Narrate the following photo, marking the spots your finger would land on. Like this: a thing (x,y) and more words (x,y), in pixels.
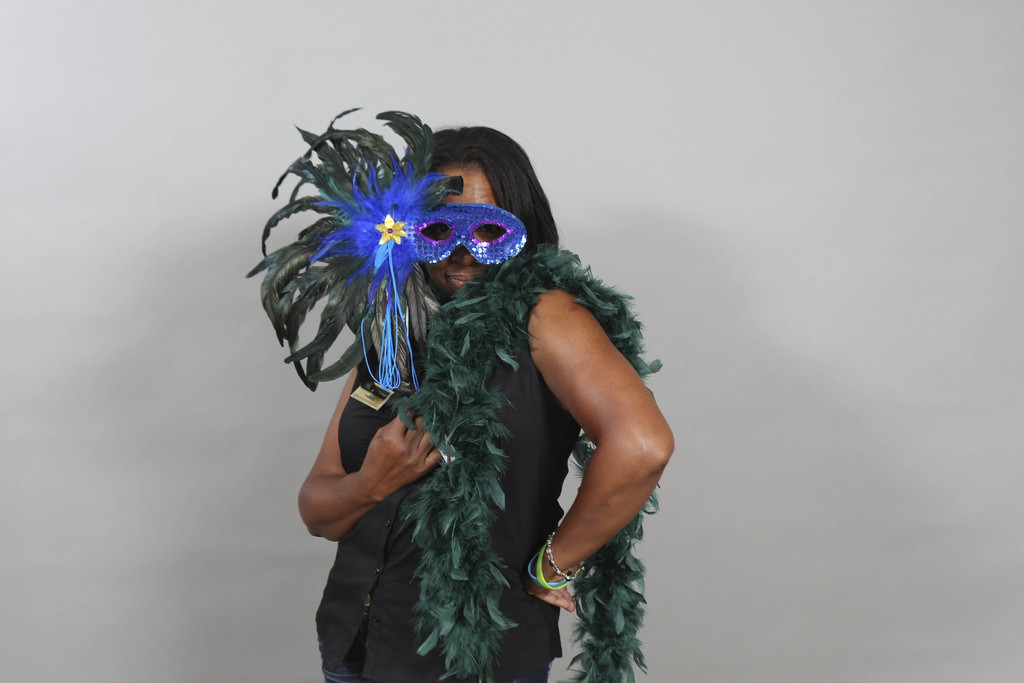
In this image there is a person (542,471) holding a costume (476,372) and wearing some decorative item (490,430), behind her there is a wall (258,212).
